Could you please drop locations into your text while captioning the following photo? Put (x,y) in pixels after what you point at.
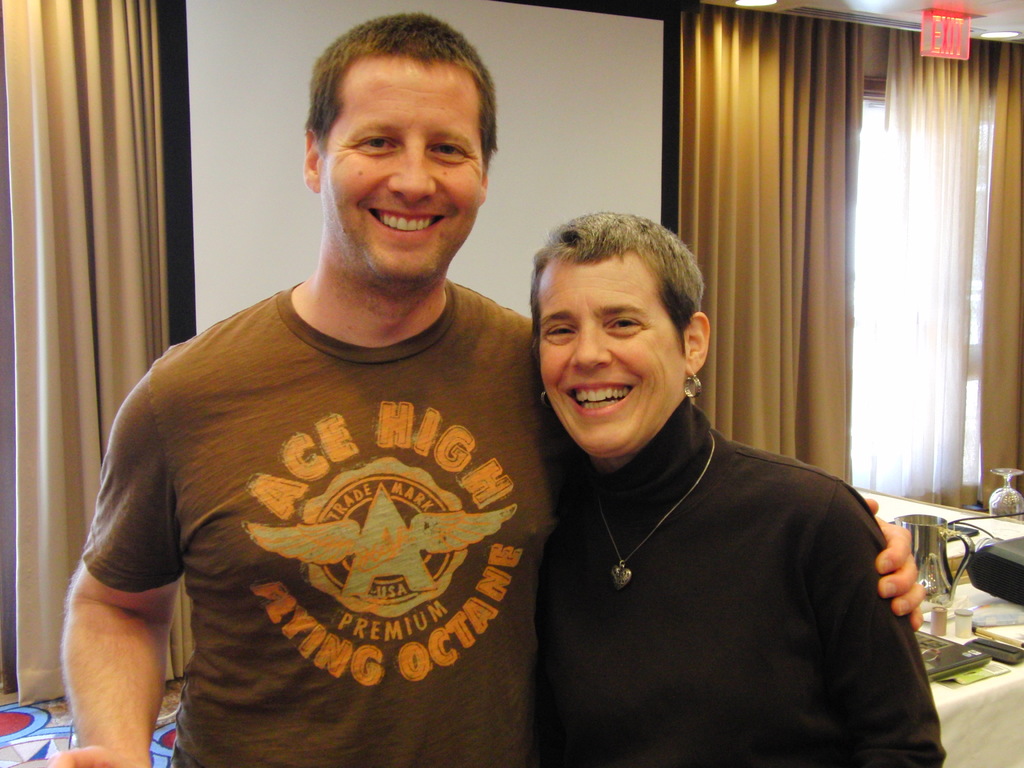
In this image I can see two persons (631,545) standing. The person (768,631) at right (749,565) is wearing black color shirt (696,627) and the person (523,619) at left (275,612) is wearing brown color shirt (340,609). In the background (926,598) I can see the jug (941,592) and few objects (940,656) on the table (993,684), few curtains (797,88) and the projection screen (556,92).
